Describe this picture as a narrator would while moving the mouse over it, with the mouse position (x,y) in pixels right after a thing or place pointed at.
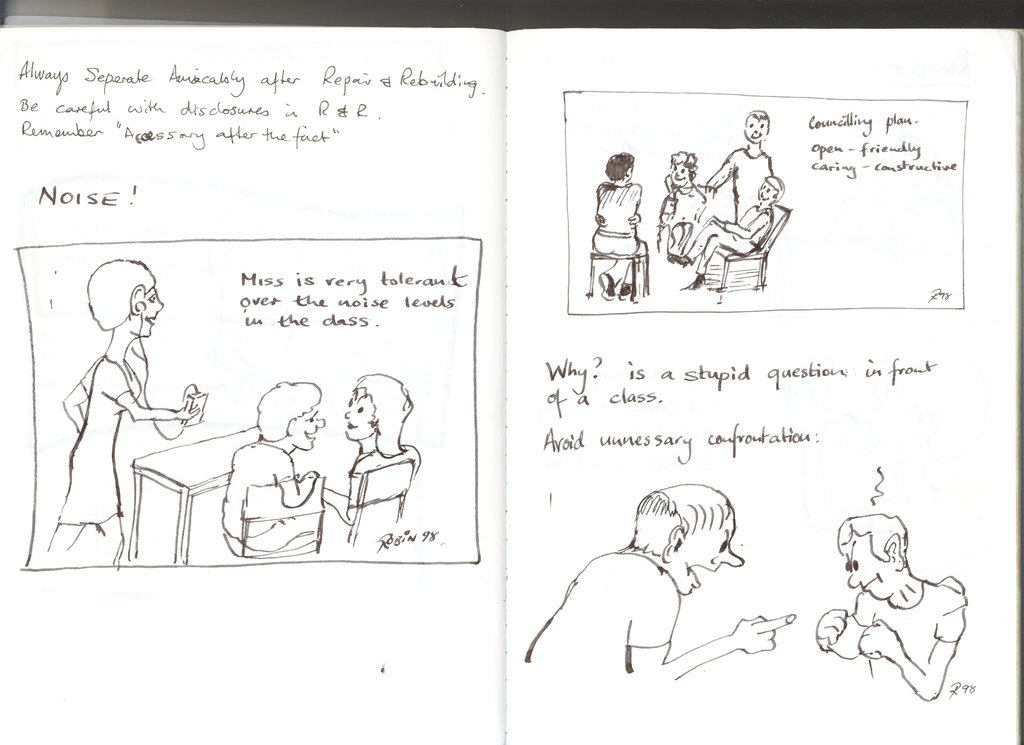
In this image we can see the cartoons (871,531) and some text (315,142).
